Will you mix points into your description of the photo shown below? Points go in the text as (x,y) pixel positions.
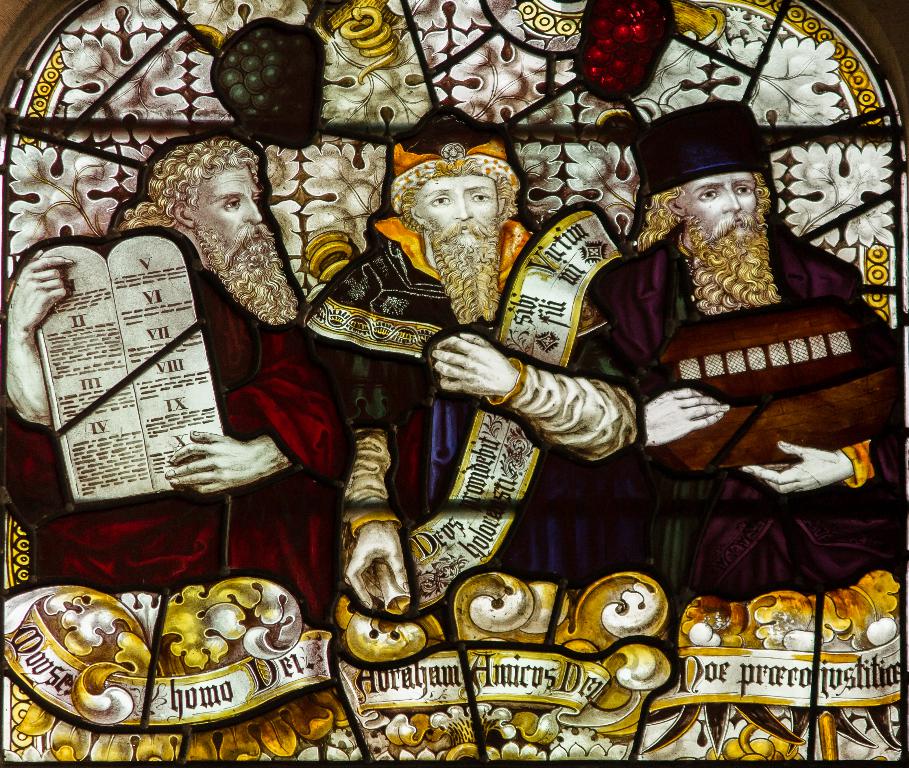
Here in this picture we can see stained glass (400,182) and we can see designs of persons (366,357) on the glass (323,529) over there.
